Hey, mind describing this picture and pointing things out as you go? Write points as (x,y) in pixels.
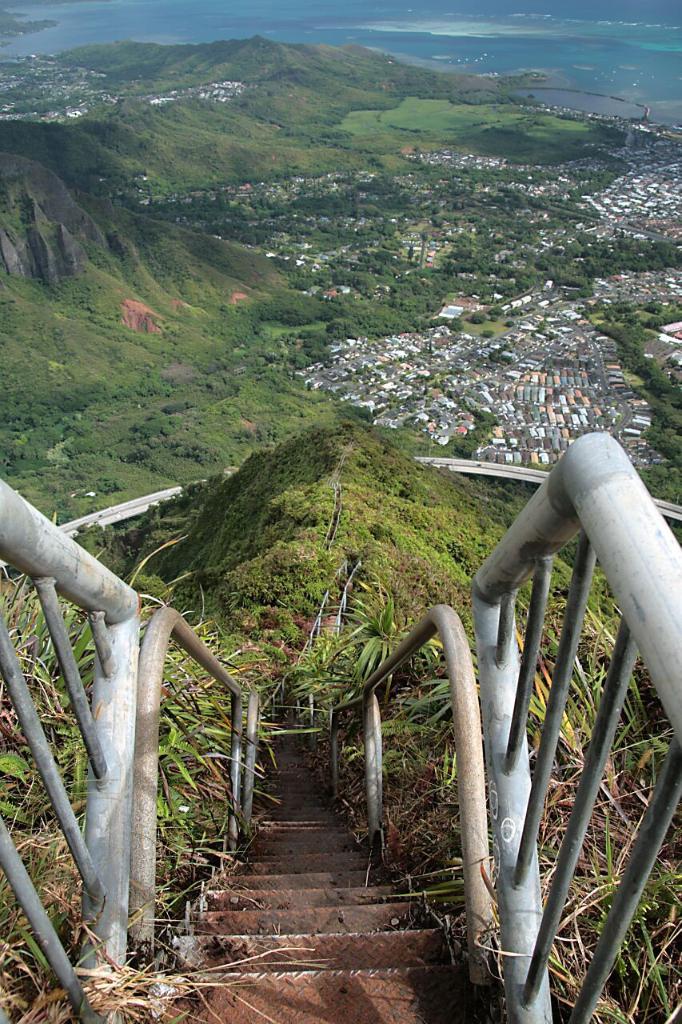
In this image, we can see few plants (613,628), rods (665,600), stairs (362,857). Background (46,376) there are few mountains (100,296), sea (188,10), houses (400,367), trees (289,385) we can see.
